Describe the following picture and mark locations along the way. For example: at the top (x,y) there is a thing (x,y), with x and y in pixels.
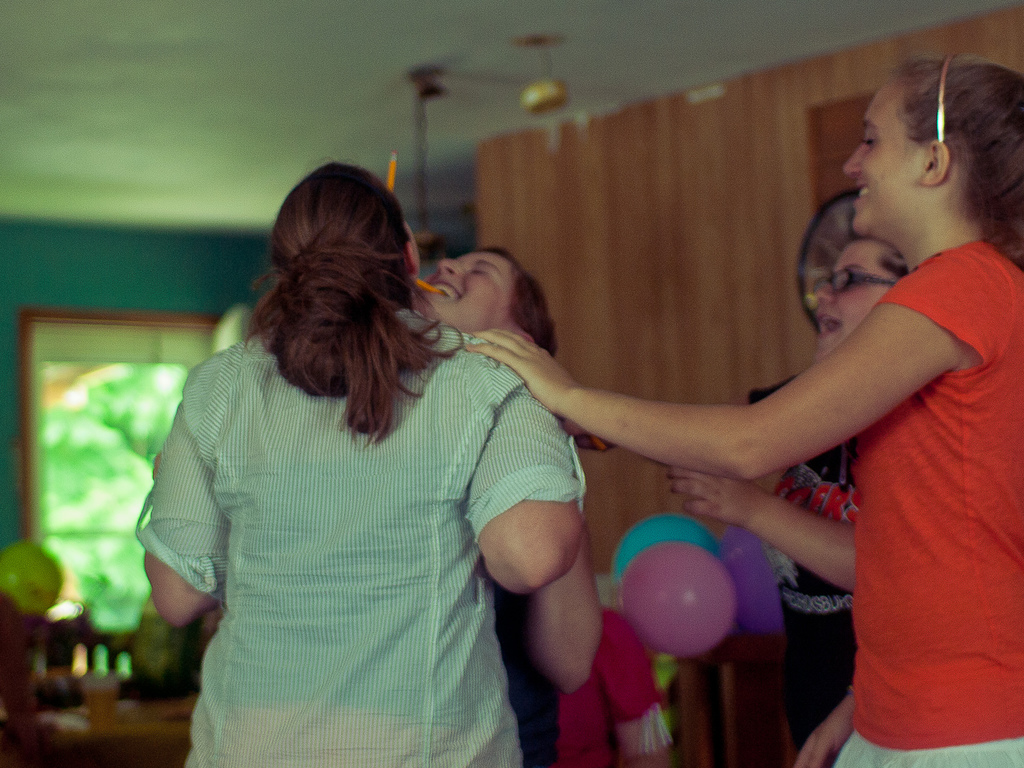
There is a group of people (564,485) standing as we can see at the bottom of this image (624,640). We can see a wall (562,290) in the background (569,295). There is a window (116,501) on the left side of this image (65,545) and we can see balloons (668,601) at the bottom of this image (651,638).
